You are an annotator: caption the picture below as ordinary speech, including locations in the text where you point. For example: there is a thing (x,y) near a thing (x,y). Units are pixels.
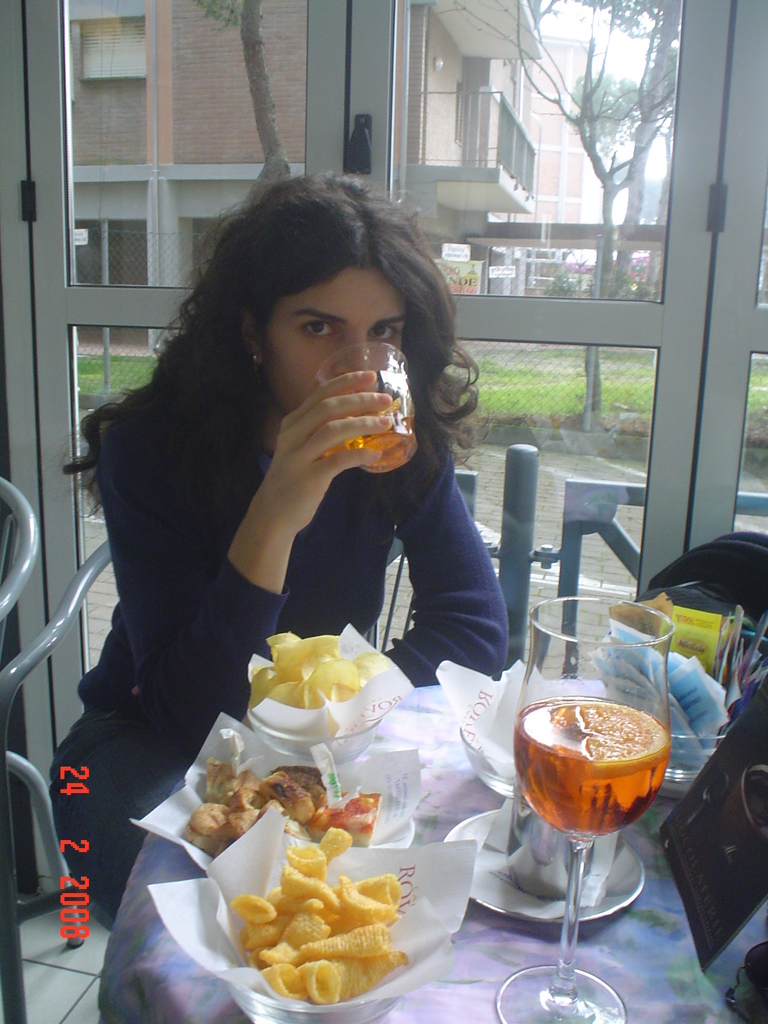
This image consists of a table (463,957), chairs (8,527) and door (543,442). Through that we can see tree (645,74) on the right side (592,131) and building (249,128) on the left side (182,133). There is grass (644,412) in the middle (505,358). On that table (516,966) there are eatables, glass (579,864), saucer (621,857), tissues (501,735). A girl (378,617) is sitting near the table (513,952) in the chair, she is drinking something.
